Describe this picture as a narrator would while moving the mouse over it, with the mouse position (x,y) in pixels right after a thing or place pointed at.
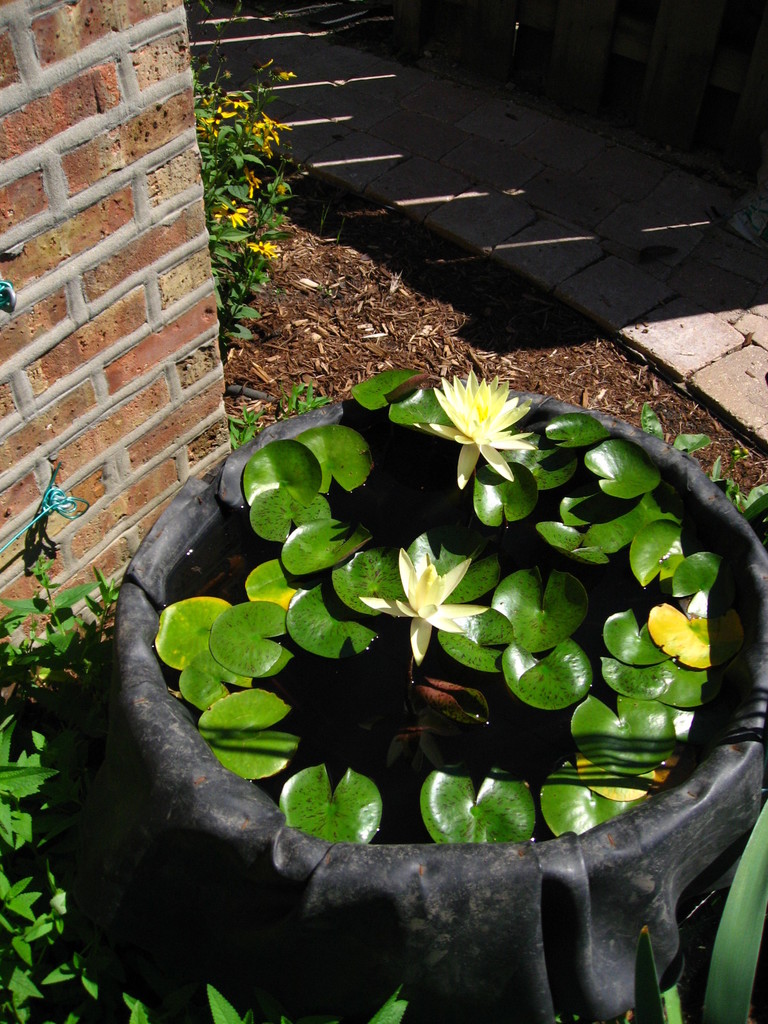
In this image there is a tub (449,809), in that there are water plants (629,680) and flowers (405,571), around the tub (121,711) there are plants (73,849) and there is a wall (78,289), beside the wall (125,385) there is a land (387,319) and a path (352,162).
